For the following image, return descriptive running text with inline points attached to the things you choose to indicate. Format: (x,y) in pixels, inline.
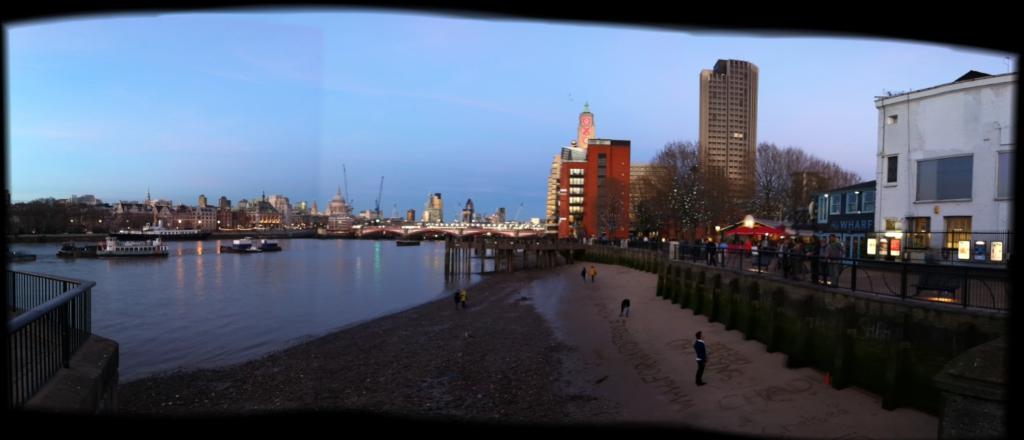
This picture might be taken from outside of the glass window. In this image, on the right side (703,212), we can see some buildings (849,252) and group of people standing on the path (886,270), street light (745,222), trees (802,198). On the left side (19,374) corner, we can also see a metal grills (54,353). On the left side (134,255), we can see some boats (62,248) which are floating on the water (154,260), few trees (87,222), buildings (233,214). In the middle of the image (403,231), we can see group of people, bridge (457,232), buildings (339,223), poles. On the top (472,116), we can see a sky (425,97), at the bottom (243,299), we can see a water (304,293) in a river (333,311) and sand (660,393).
